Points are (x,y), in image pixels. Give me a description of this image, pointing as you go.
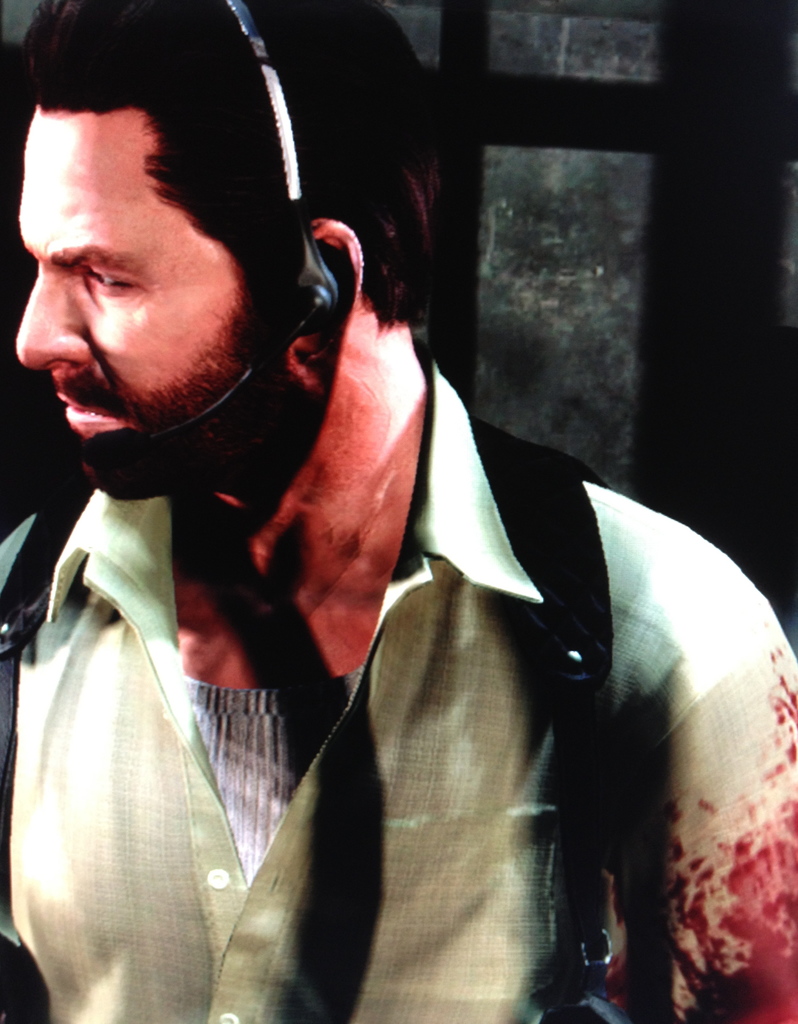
In the center of the image (315,508) a man (328,404) is there and wearing headset (265,69), bag (542,495). In the background of the image (505,297) we can see a window (590,397).
